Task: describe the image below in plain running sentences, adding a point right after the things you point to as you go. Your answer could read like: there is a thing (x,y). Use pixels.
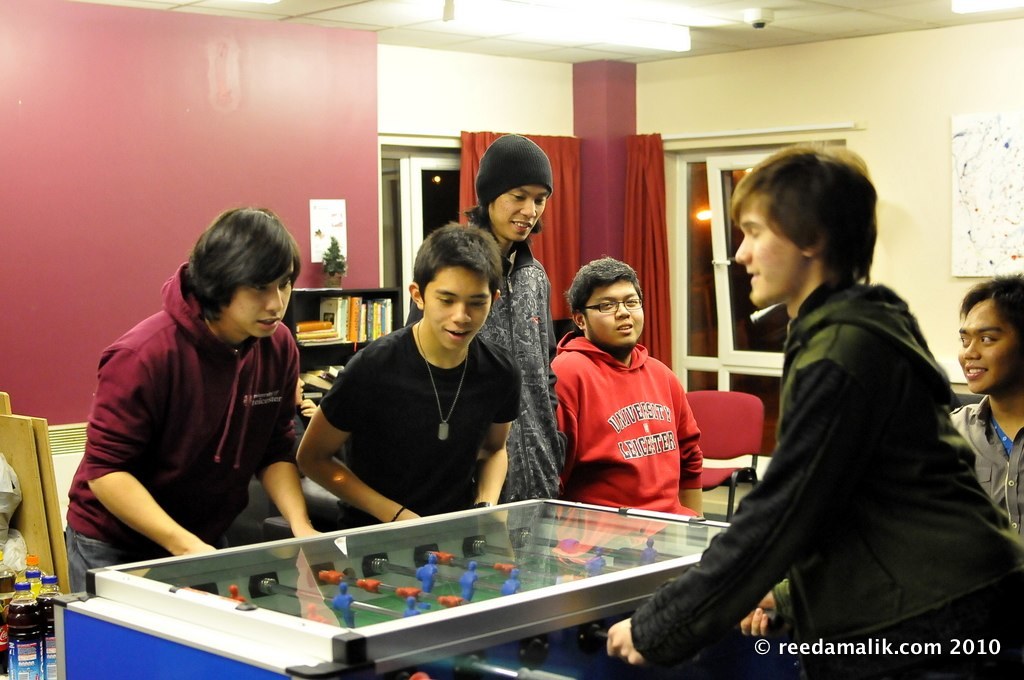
In this image we can see some people (436,373), Foosball (142,598), windows (406,147), curtains (569,220), shelves (362,295) filled with books (343,326) and some other objects (317,516).
